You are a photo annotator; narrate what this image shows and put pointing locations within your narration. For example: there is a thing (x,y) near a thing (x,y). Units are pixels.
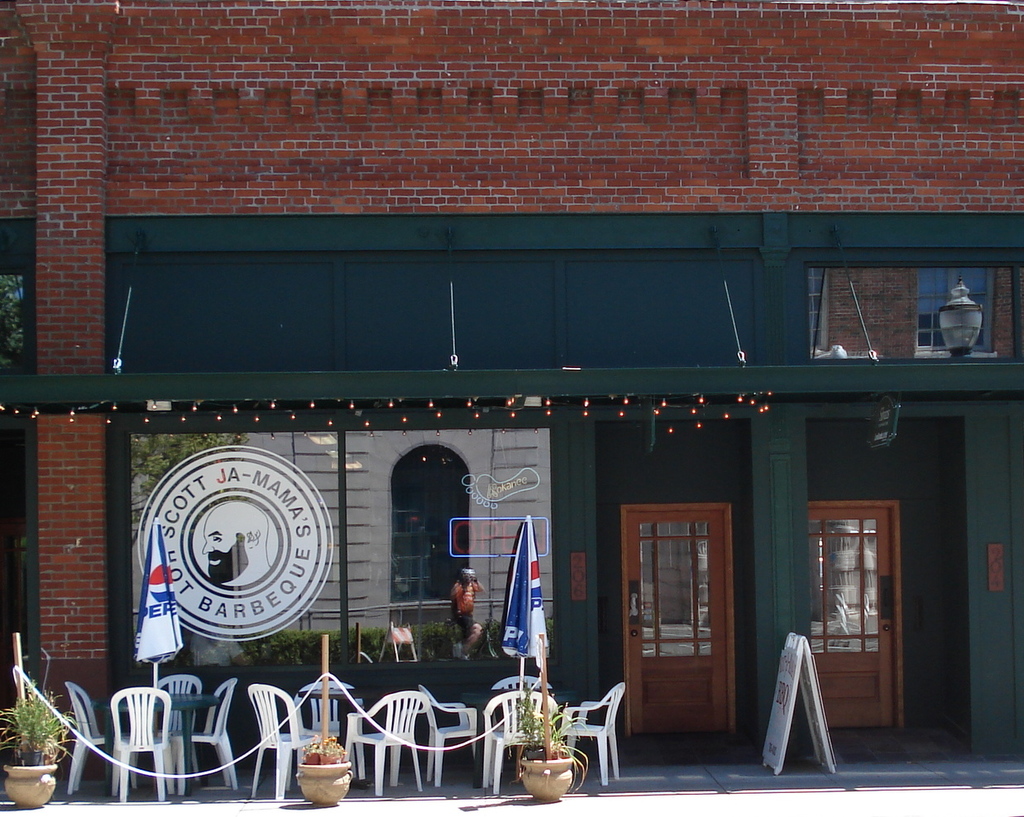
This is a red color brick building (675,198) there are two doors (729,514) and there is a board (778,691) in between these doors (817,645) there are tables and chairs (576,734) and plants (537,715) and building (61,706) has a glass (466,547) and there are Umbrellas (502,633).
